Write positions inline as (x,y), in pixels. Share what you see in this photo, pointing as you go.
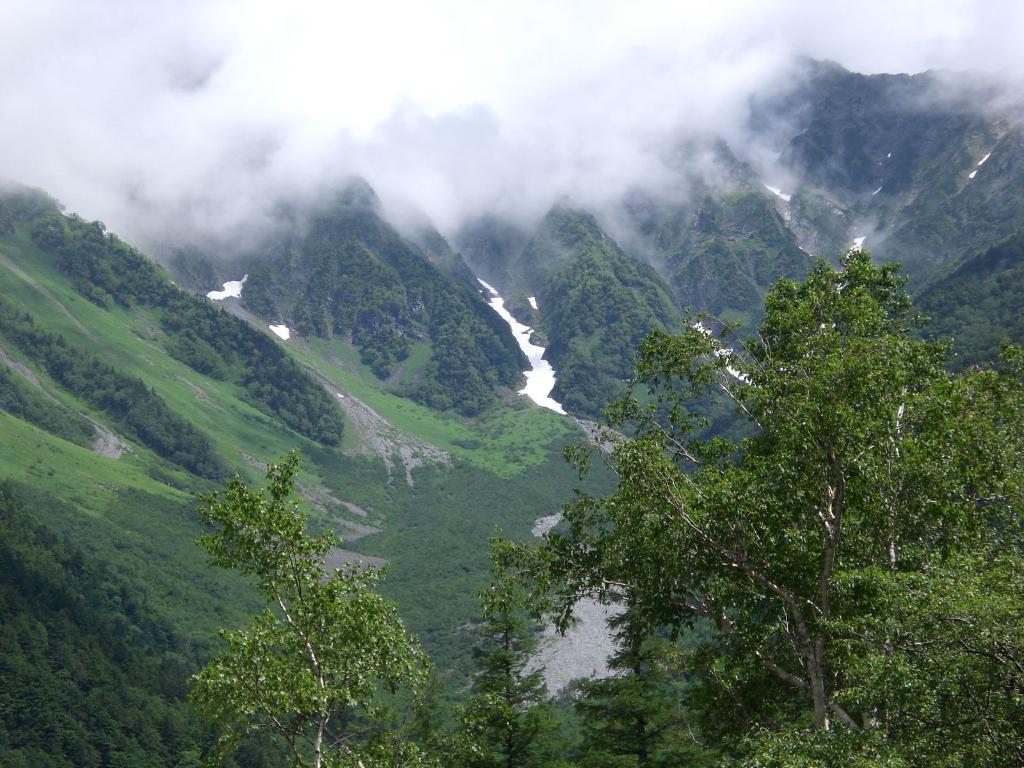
In this picture we can see trees (386,729), mountains (450,466), grass (449,441) and in the background (196,128) we can see the sky (533,8) with clouds (440,155).
